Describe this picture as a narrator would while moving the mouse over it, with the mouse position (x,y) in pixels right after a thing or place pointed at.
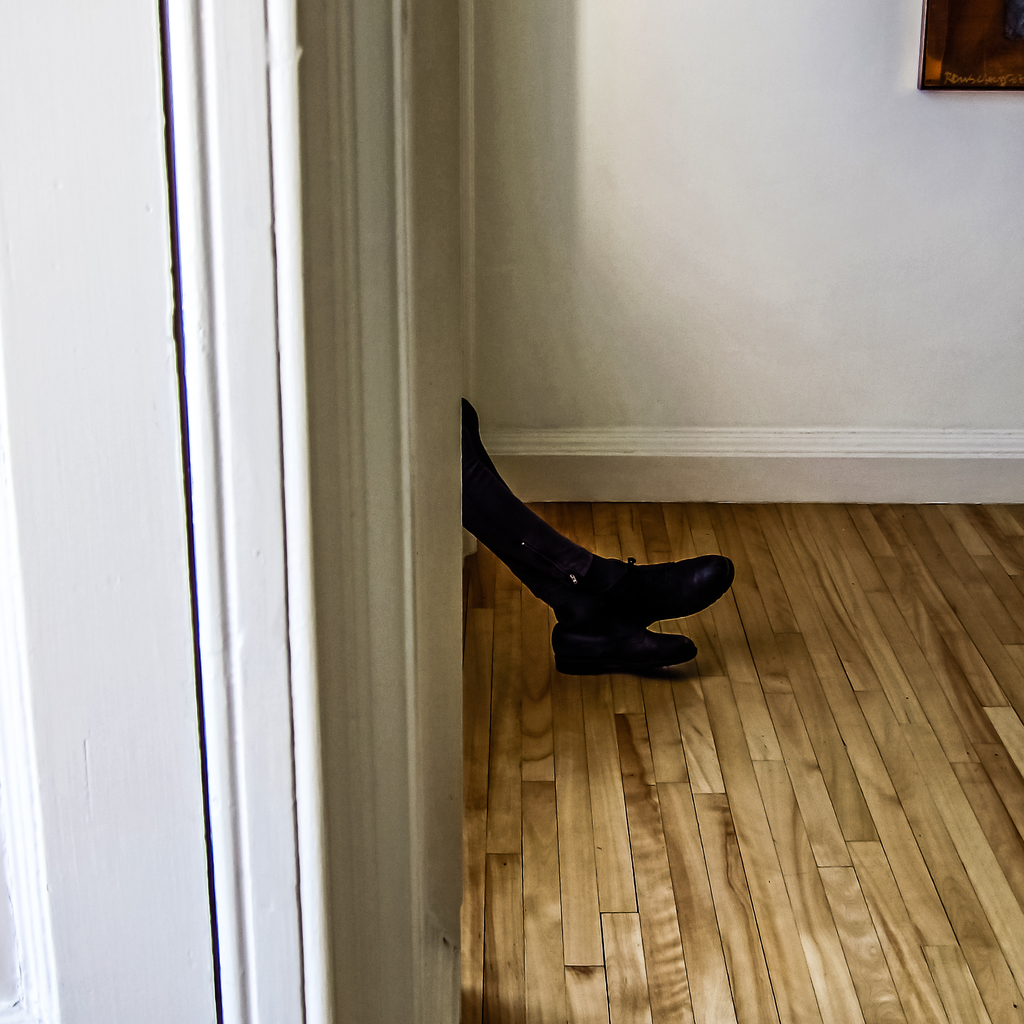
In this image we can see the legs (560,564) of a person (596,577). At the bottom (707,802) there is a wooden floor (721,834). In the background (825,345) there is a frame (951,74) hanging on the wall (942,166).
